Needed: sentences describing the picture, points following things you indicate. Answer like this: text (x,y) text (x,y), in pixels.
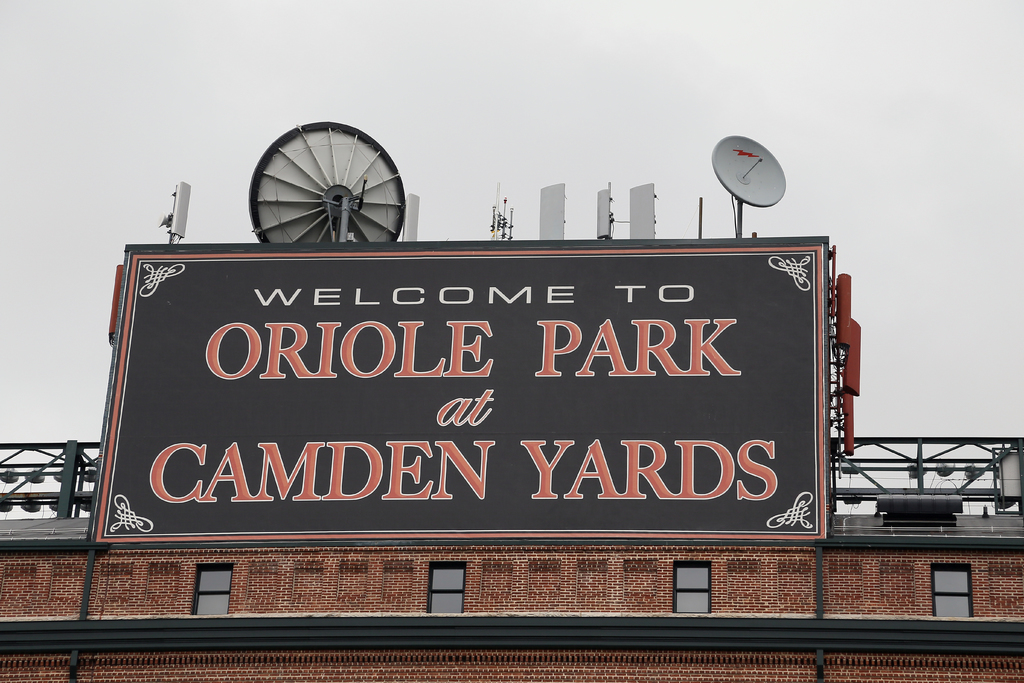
In the picture I can see a building (443,598), satellite dishes (324,164) and a board (504,418) on which something written on it. In the background (509,63) I can see the sky (478,112).
